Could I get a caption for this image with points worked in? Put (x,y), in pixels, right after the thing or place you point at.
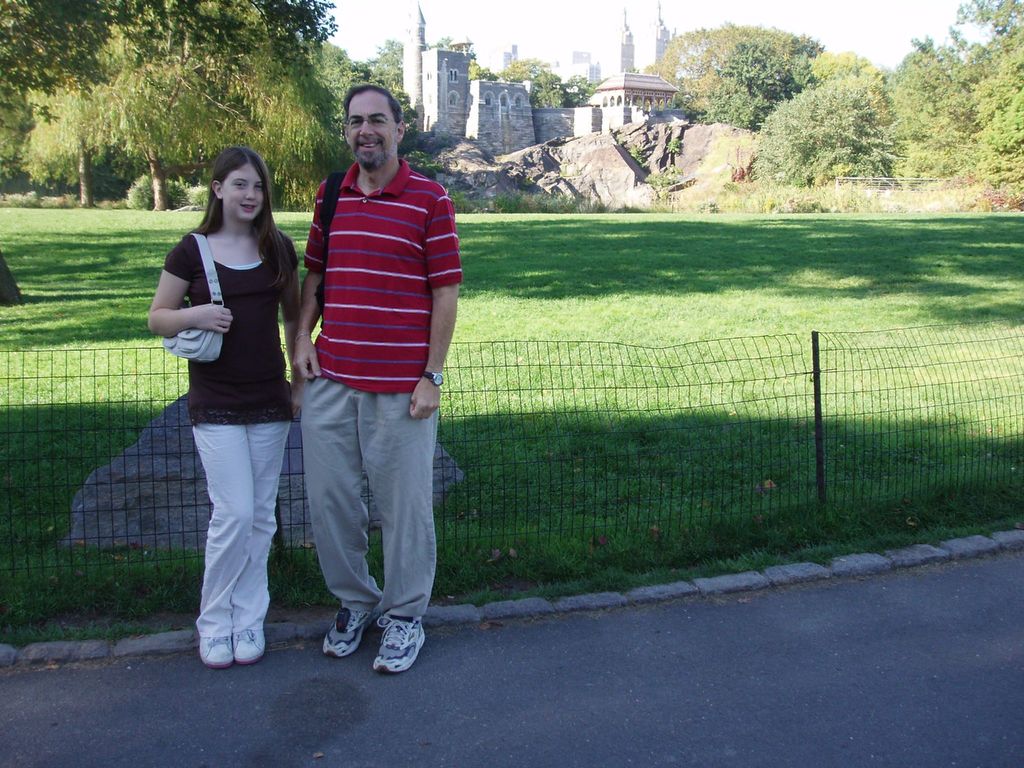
In this picture there is a man (401,247) wearing red color t-shirt (388,389) with the track (407,479), smiling and standing. Beside there is a woman (238,404) wearing a black top (260,328), smiling and giving a pose into the camera. Behind there is a net fencing (758,379). In the background (554,120) we can see some rocks (555,139) and beautiful castle (490,128) with some trees (871,98).
